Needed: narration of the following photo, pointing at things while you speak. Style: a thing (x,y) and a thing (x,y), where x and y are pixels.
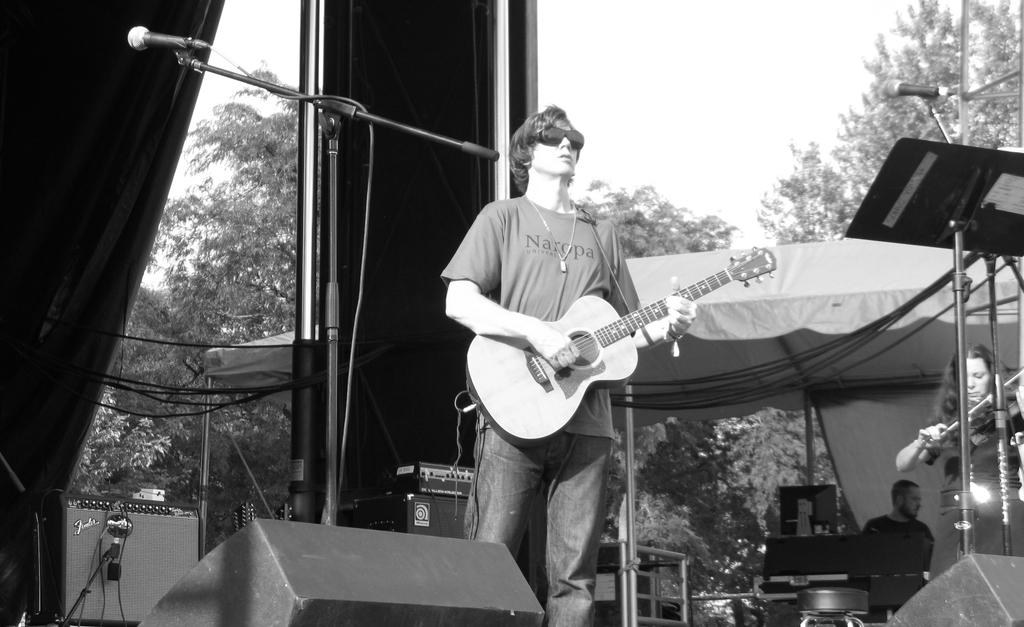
There is a man (555,169) in t-shirt (555,263), wearing a spectacle (566,133), standing and holding a guitar (598,339). Beside him, there is a mic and stand (325,128). On the right side of the image (975,375), there is a woman (983,456) playing violin (980,407). In the background (899,508), there is a man (893,529) sitting, back to him, there is a tent (858,414), trees (227,219), sky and a stage (308,139).
